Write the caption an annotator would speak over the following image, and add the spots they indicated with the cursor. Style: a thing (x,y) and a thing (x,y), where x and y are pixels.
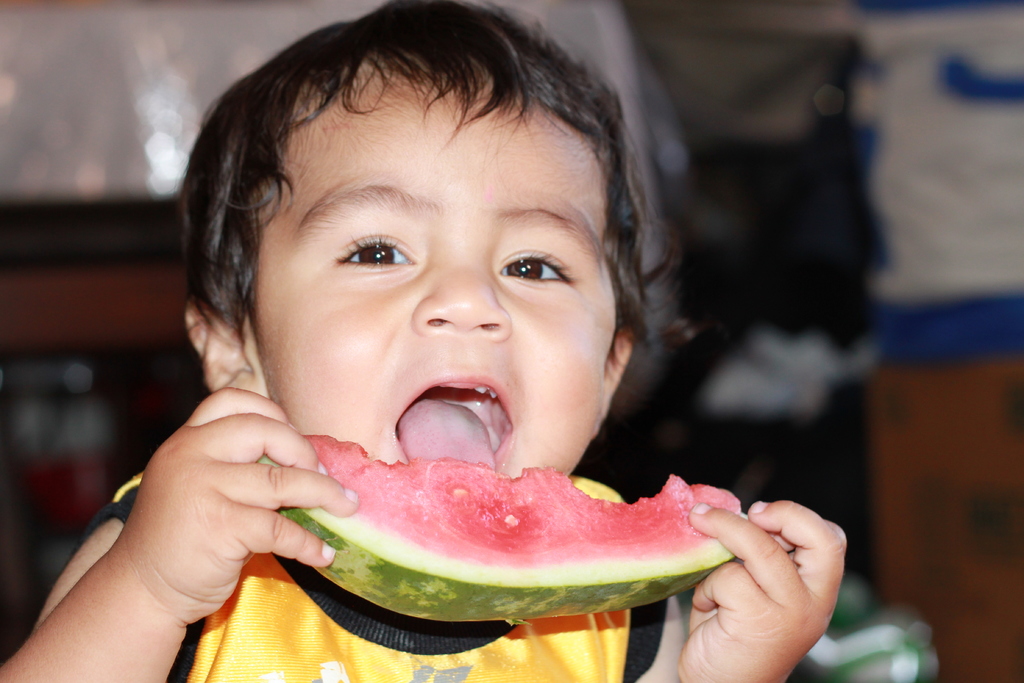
In the image a boy (265,355) is holding a watermelon (441,459). Background of the image (966,28) is blur.
